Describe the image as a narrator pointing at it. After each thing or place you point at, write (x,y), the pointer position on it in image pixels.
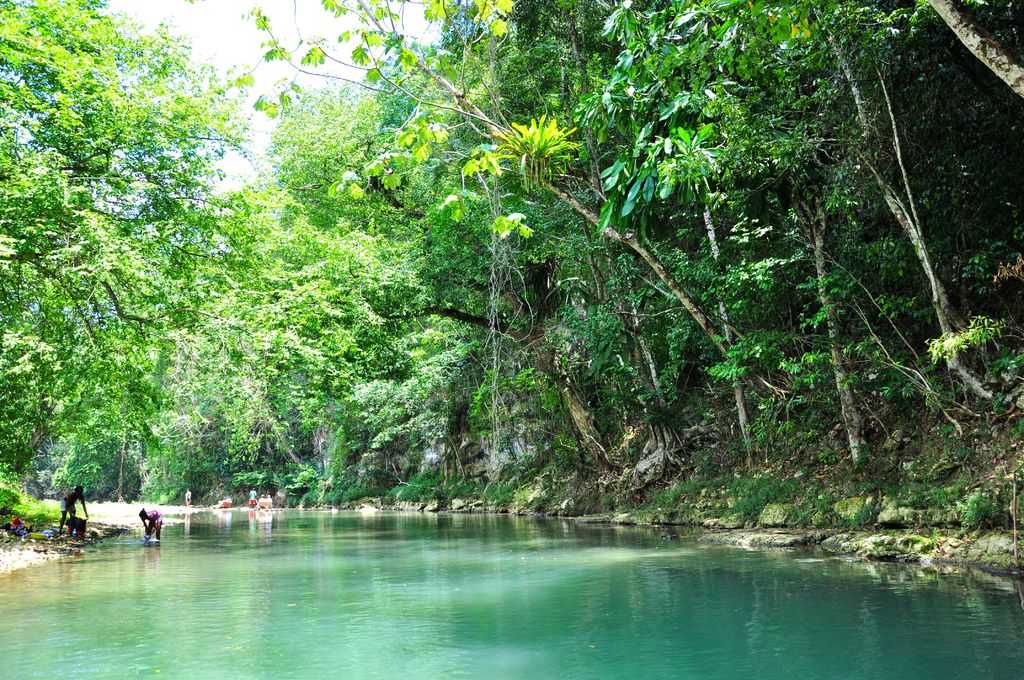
In the image there is a canal (266,559) in the middle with trees (103,241) on either side of it, in the back (144,546) there are few persons (161,515) washing clothes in the canal (123,553).
